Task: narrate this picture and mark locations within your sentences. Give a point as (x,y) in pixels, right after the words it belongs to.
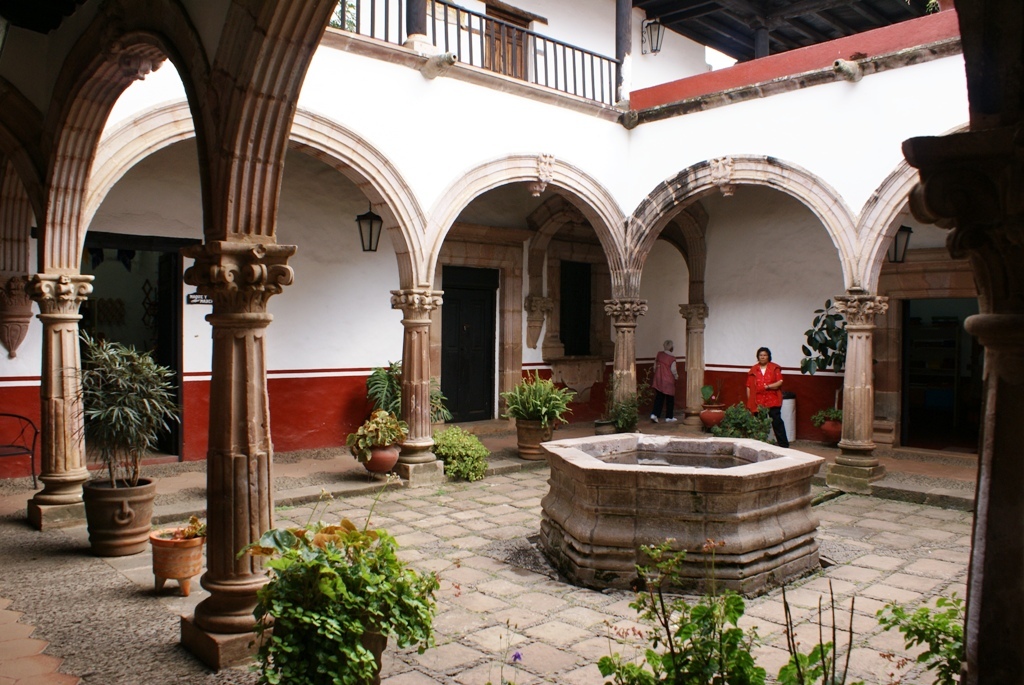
This image is taken inside the building (849,204). In this image we can see the flower pots (366,634), plants (344,600) and also the lights (371,245). We can also see two persons (669,401) standing on the ground (551,580).
